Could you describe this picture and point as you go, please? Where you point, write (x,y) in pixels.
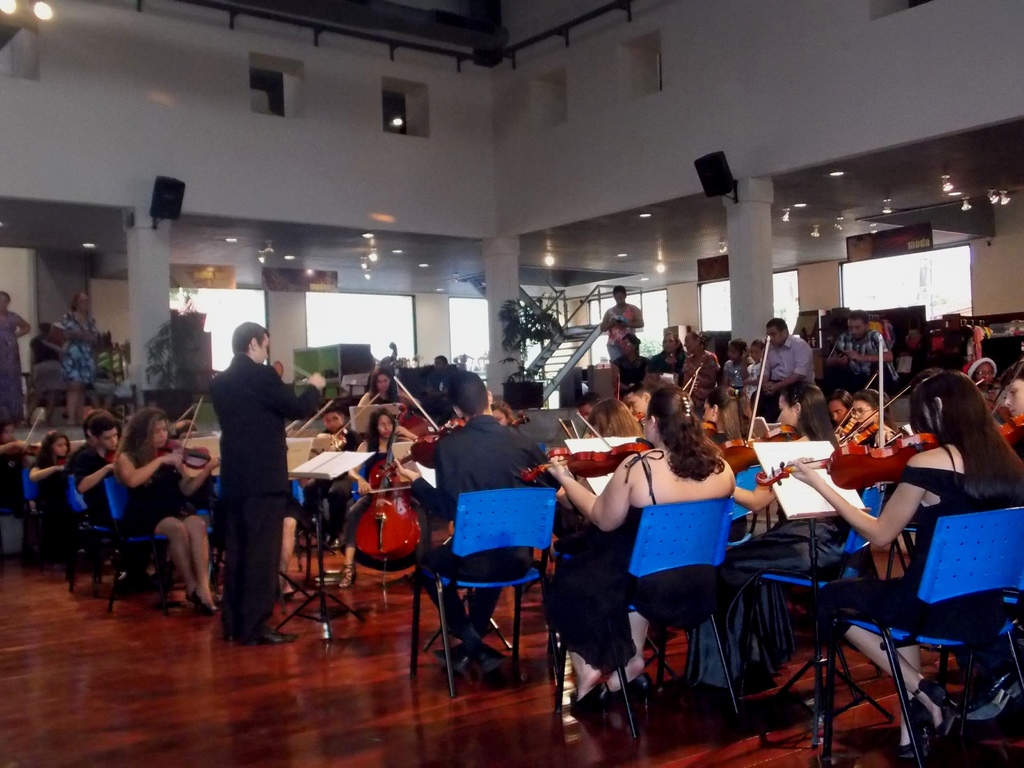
There is one person (239,499) standing and wearing a black color dress (264,510) on the left side of this image (258,497). We can see people (345,526) sitting on the chairs (515,491) and playing violin (579,472). There are pillars (165,307) and a wall (525,120) in the background (470,163).
